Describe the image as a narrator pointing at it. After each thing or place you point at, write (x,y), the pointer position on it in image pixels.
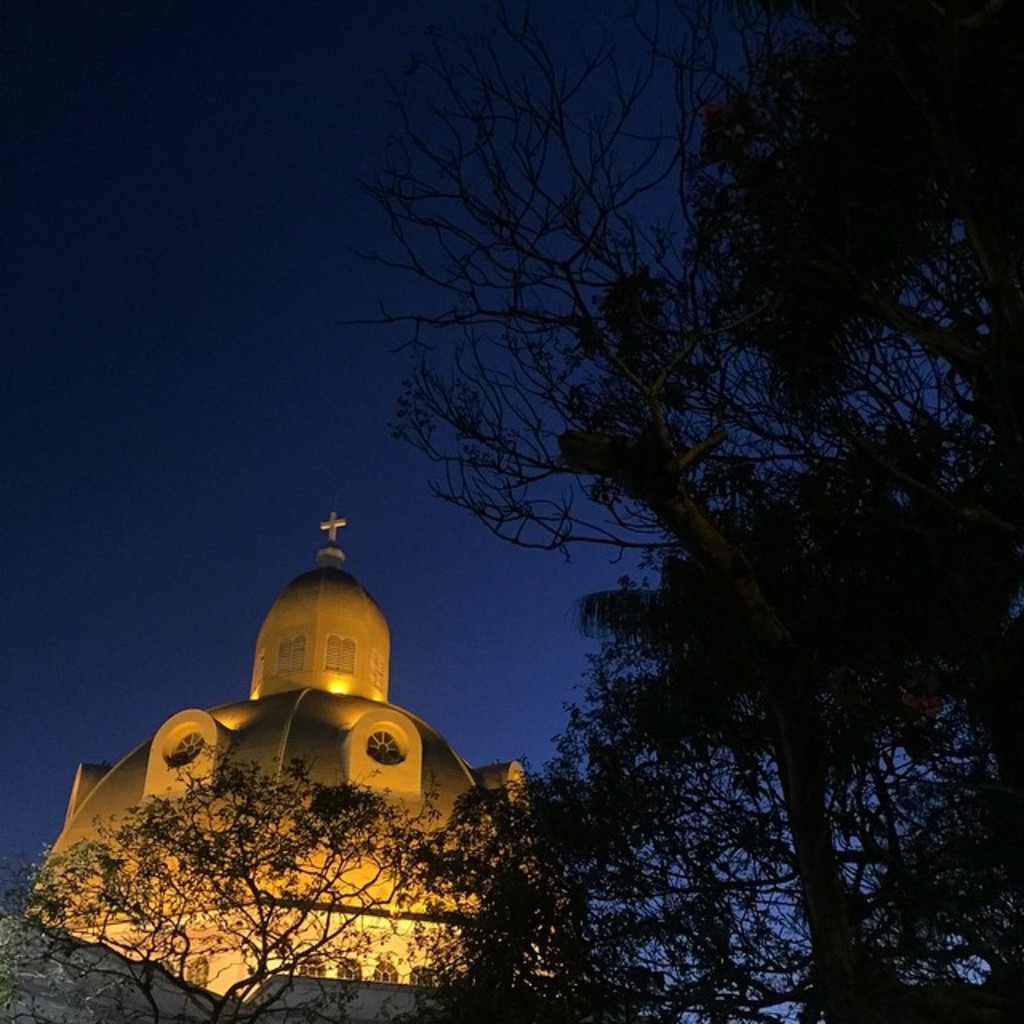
In this image I can see many trees (564,889) and the building (277,695). I can see the blue sky (332,296) in the back (346,448).
